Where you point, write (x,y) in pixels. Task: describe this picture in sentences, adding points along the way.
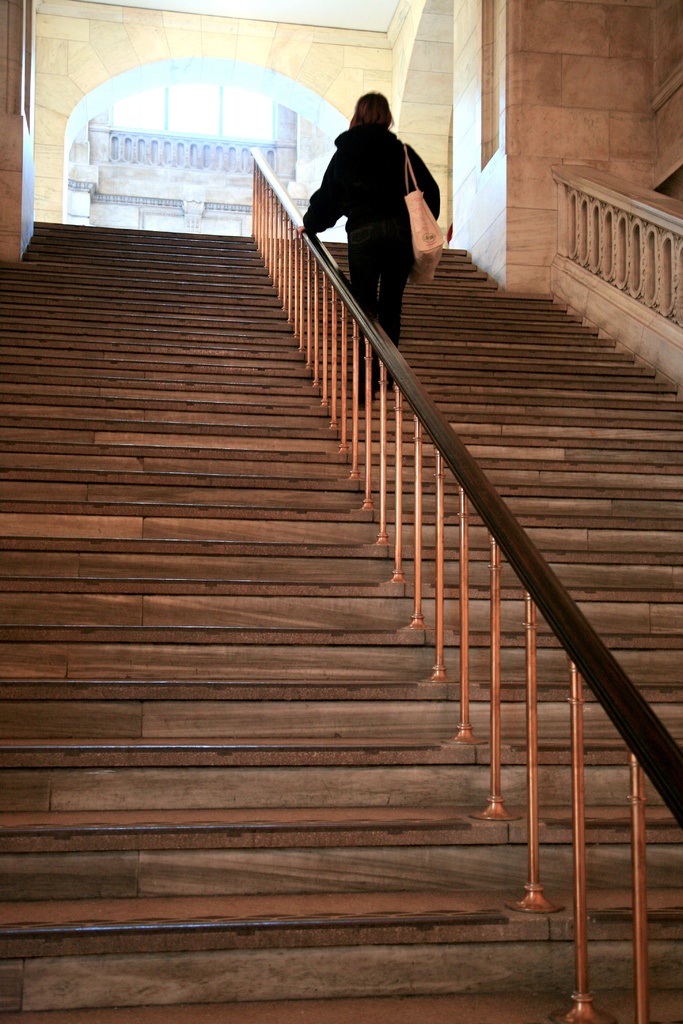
At the top of this image (357,140), there is a woman (363,247) in a black color dress (351,163), wearing a handbag (433,249), placing a hand (302,232) on a fence (318,261) and on the steps (415,319) of a building (326,232). In the background (677,237), there is another fence (136,160), there is an arch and there is a wall (191,173).
